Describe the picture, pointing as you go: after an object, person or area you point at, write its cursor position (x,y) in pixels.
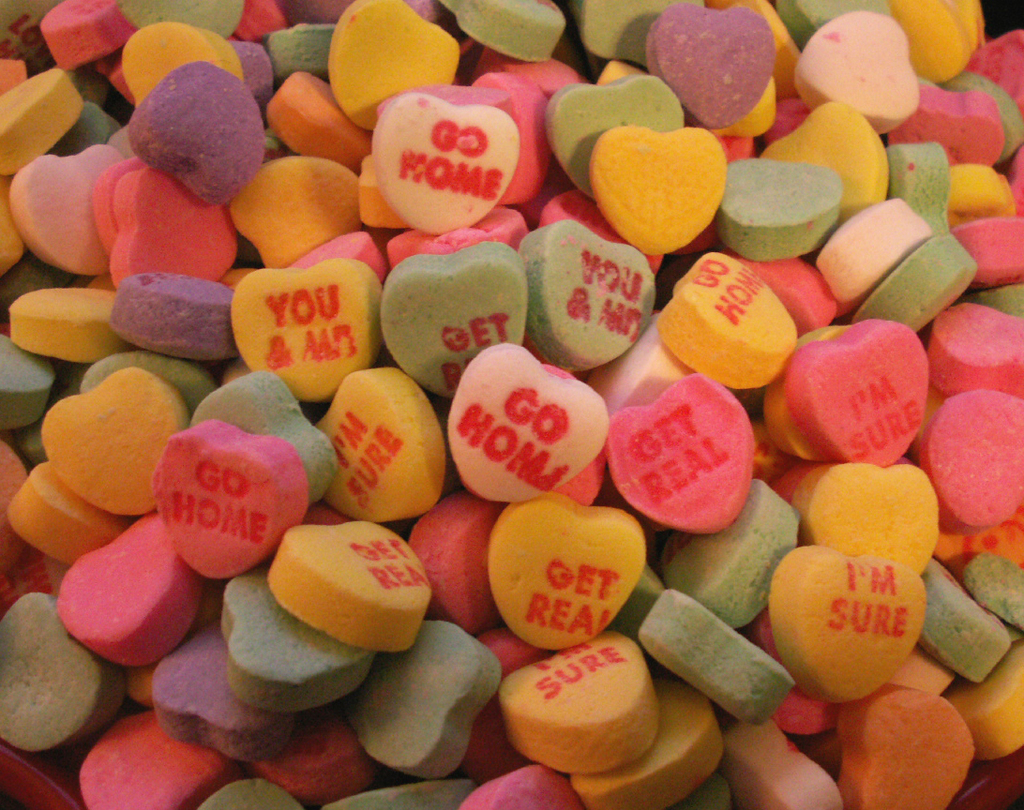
In this image, I can see colorful heart shaped candies (194,348). I can see the letters (302,313) on few candies (584,316).
